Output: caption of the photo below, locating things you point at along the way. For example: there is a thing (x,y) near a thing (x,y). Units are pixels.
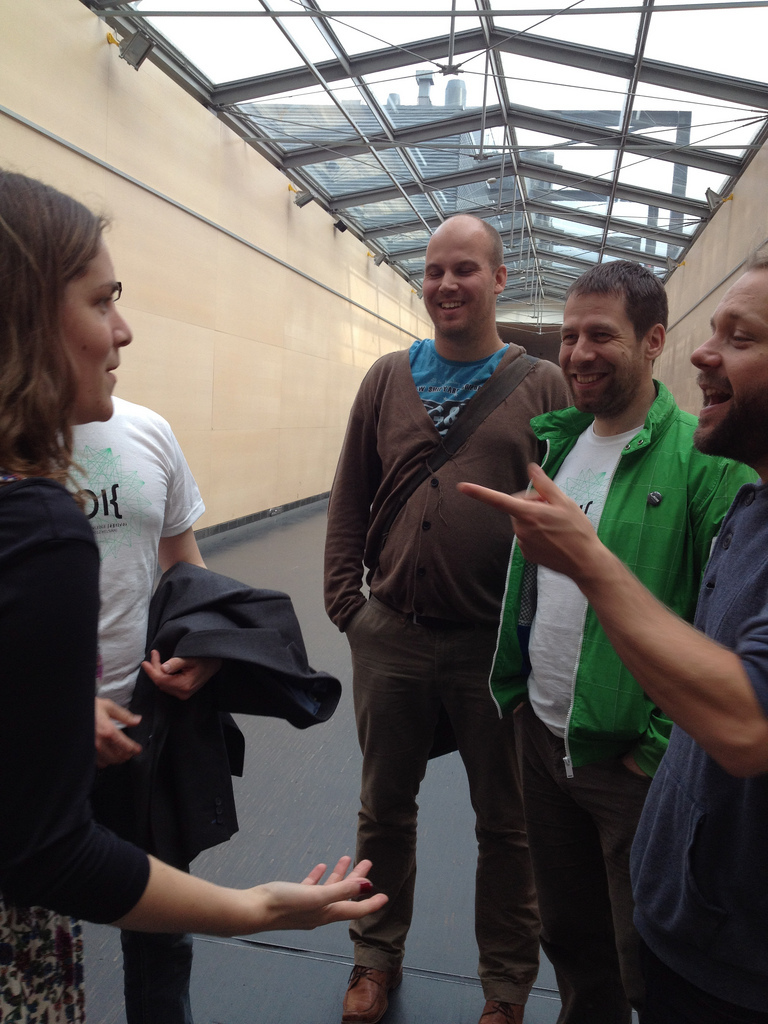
In this image there are a few people (459,623) standing with a smile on their face (757,298). On the right (672,291) and left side of the image (218,303) there is a wall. At the top of the image (416,154) there is a ceiling (425,134) with glass (477,140) through which we can see there is a building (449,163) and the sky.
